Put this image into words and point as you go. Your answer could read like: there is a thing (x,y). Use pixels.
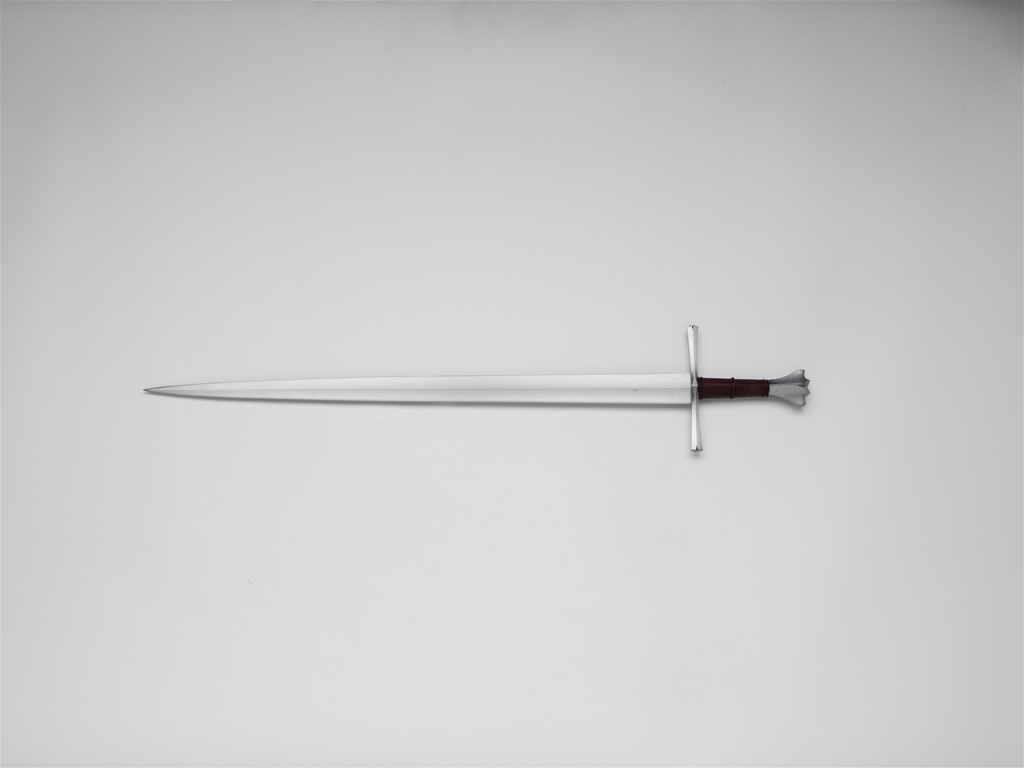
In this picture we can see a sword (420,398) on the white object (472,513).
